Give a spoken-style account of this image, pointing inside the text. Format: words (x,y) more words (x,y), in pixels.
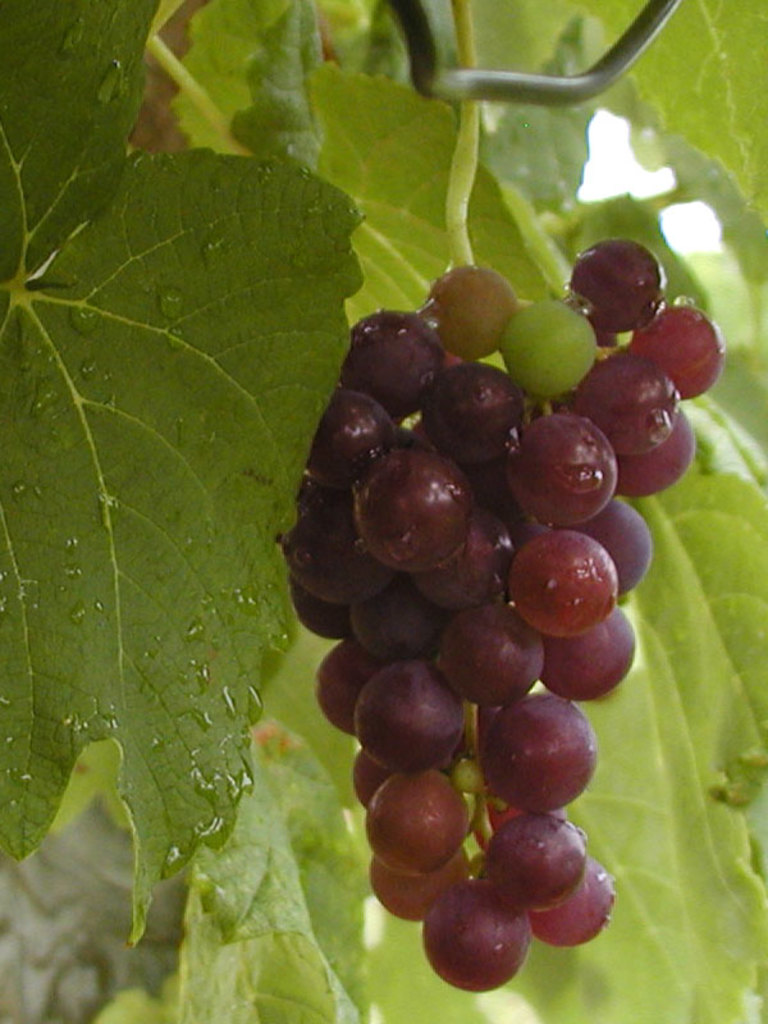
In this image in the front (495,616) there is a bunch of grapes (513,549) and in the background (153,381) there are leaves (444,190).
